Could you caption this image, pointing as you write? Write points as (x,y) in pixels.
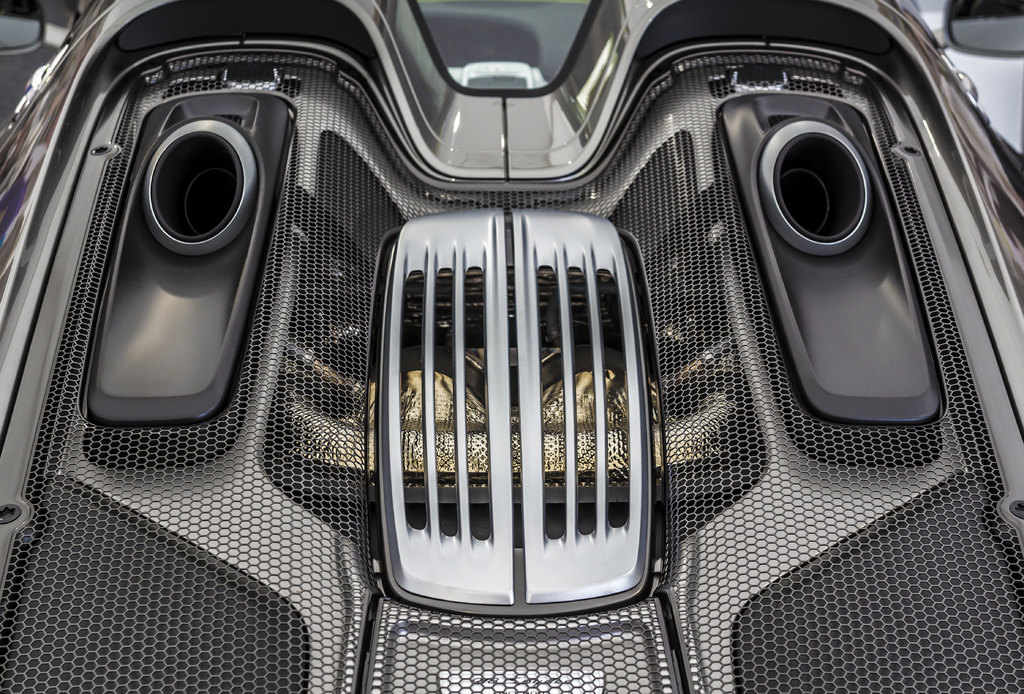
In this image there is an object (287,283) which is black and grey in color. It is looking like a vehicle (489,341).
